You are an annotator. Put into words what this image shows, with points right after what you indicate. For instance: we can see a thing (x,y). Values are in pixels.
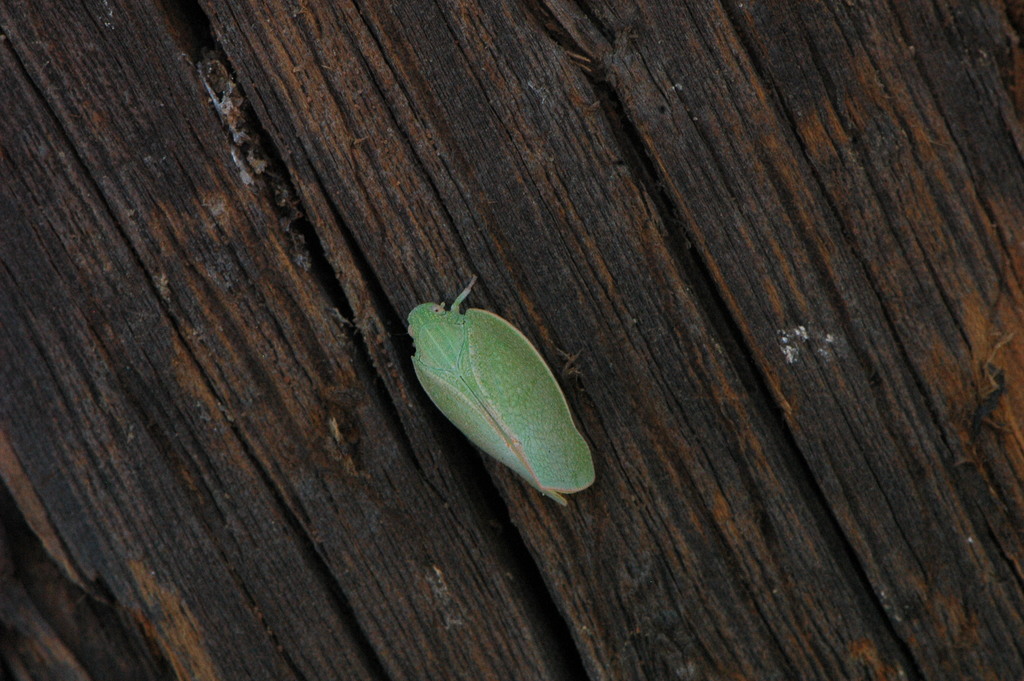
In this image we can see an insect (515,418) which is in green color on the wooden surface (485,301).
